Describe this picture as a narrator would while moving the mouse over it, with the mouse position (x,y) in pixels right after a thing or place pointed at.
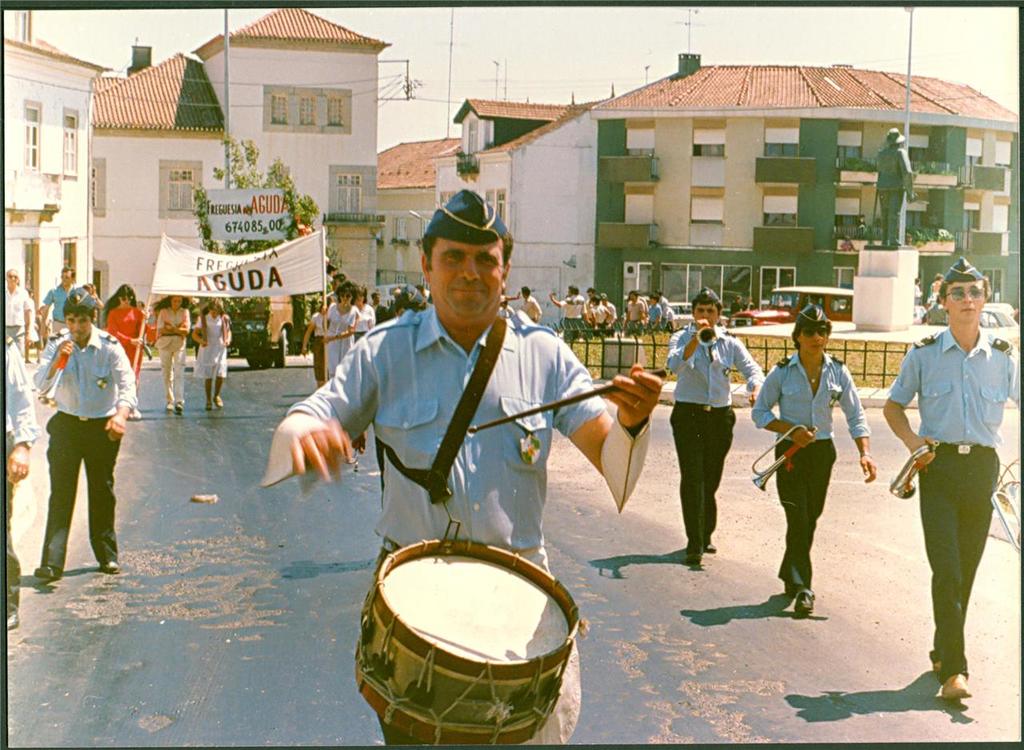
In this image there are group of people (297,453) walking on the road (267,614). In front (455,696) the man (442,528) is playing the drum (438,585). At the back side (300,142) we can see a building (332,112) and a sky (487,42). The person (131,292) is holding a banner (282,278). On the road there are vehicles (842,298) in front of the road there is a statue (894,178).
